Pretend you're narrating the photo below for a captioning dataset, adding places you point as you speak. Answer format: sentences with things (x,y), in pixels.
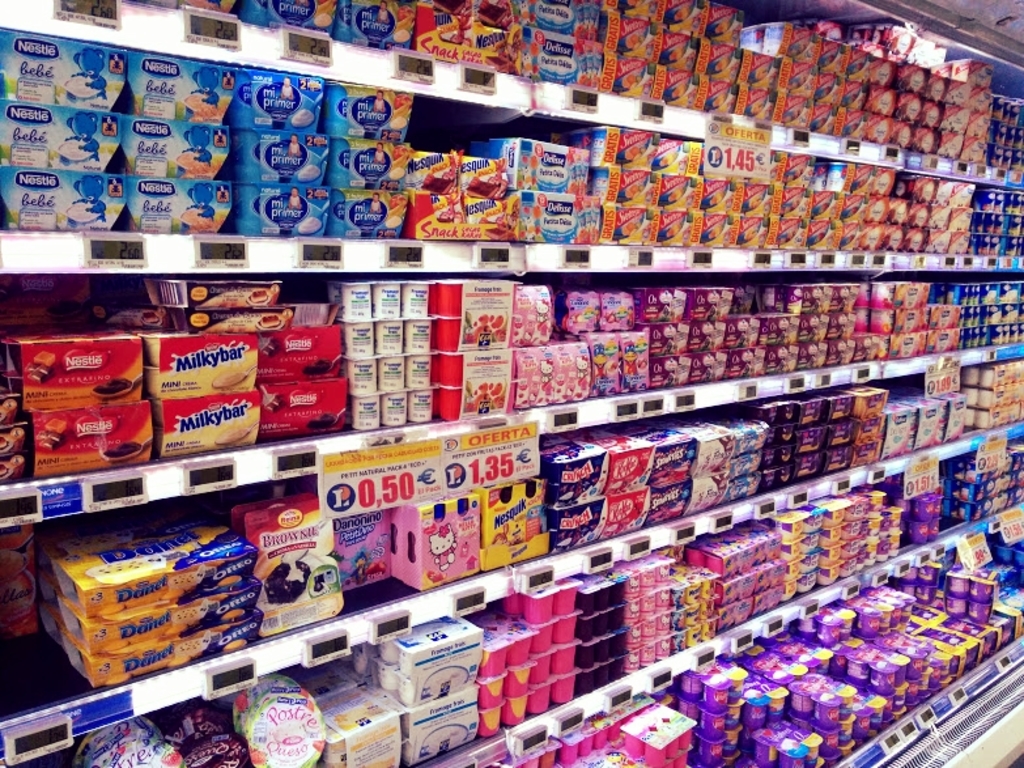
Here in this picture we can see all edible items (410,186) present in the racks (418,134) and we can also see price boards (430,460) present in the front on the racks (594,401).
